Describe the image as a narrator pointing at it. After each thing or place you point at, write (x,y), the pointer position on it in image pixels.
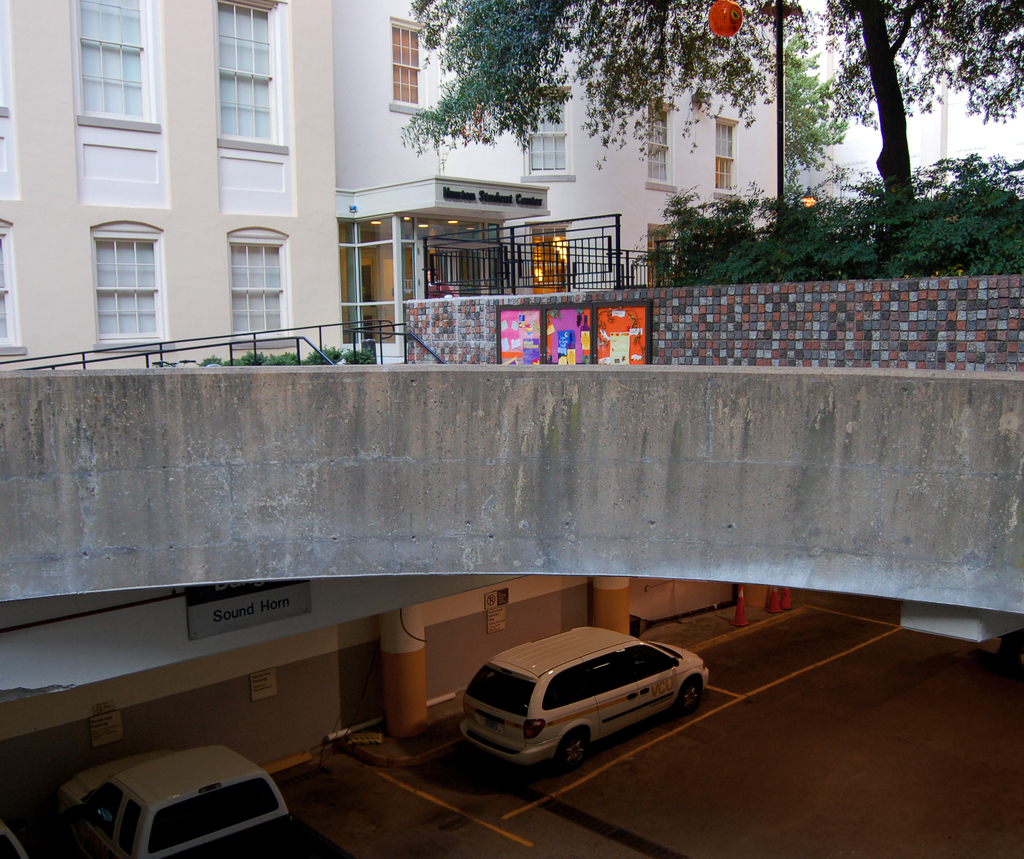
In this image there is a building (276,349), there are plants (274,363), there is a bridge (654,418), there are trees (878,48), there is road (438,801), there are vehicles (604,678) on the road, there is a board (243,604), there are pillars (398,655).
